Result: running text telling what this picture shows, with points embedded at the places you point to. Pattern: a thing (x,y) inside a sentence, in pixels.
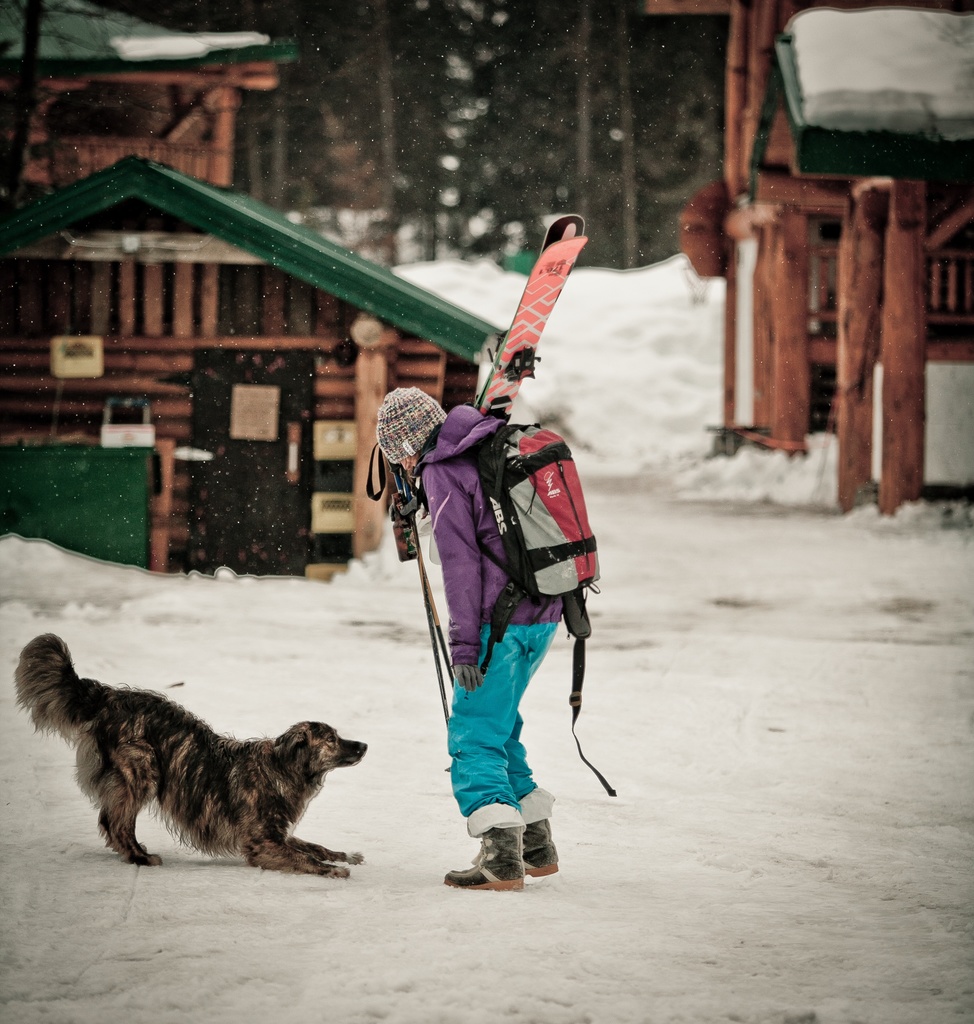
In this image we can see a person (478,549) wearing a bag (541,529) and we can also see dog (45,703), snow (728,651), houses (3,394) and trees (503,164).
